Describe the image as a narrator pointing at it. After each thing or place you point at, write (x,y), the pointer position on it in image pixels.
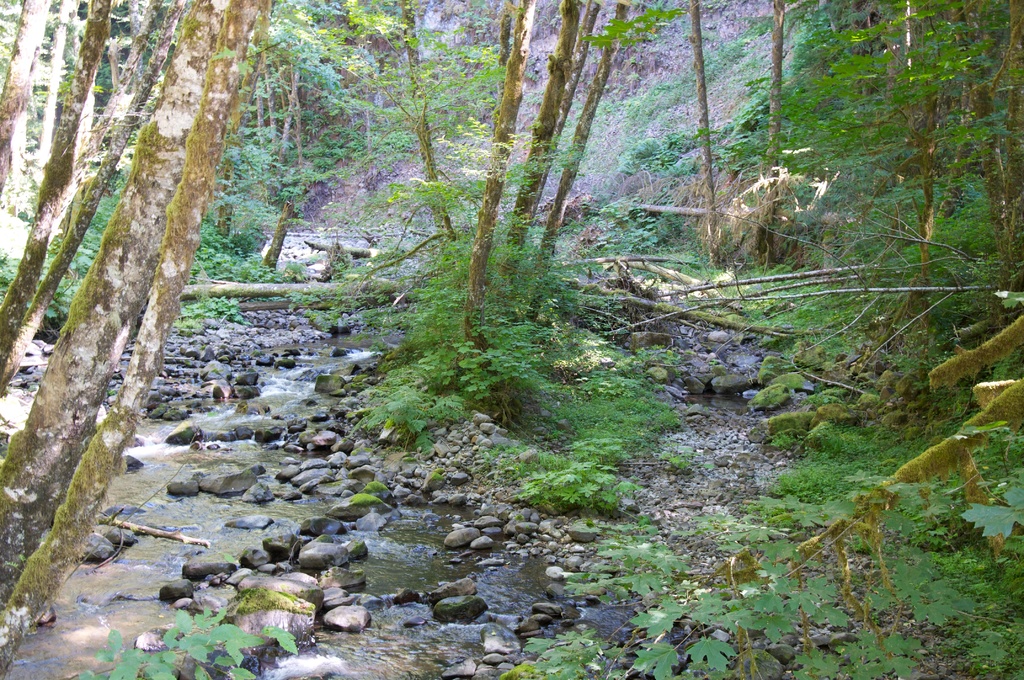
There are water (275,421) and there are many rocks (269,439) in between it and there are trees (447,176) around it.
